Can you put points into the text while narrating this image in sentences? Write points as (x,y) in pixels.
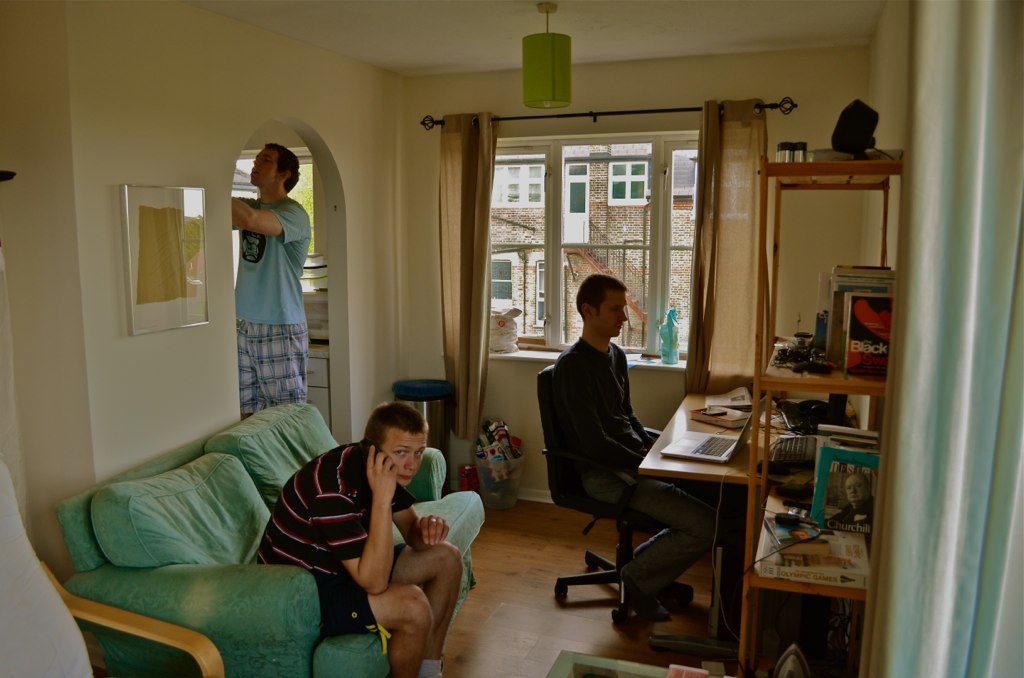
There are three men (398,411) in a room (629,347). One is sitting at a table (687,429) with laptop (711,440) in front of him. Another is sitting in a sofa (217,565) talking in a mobile (365,445) and another is standing on a stool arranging something.
